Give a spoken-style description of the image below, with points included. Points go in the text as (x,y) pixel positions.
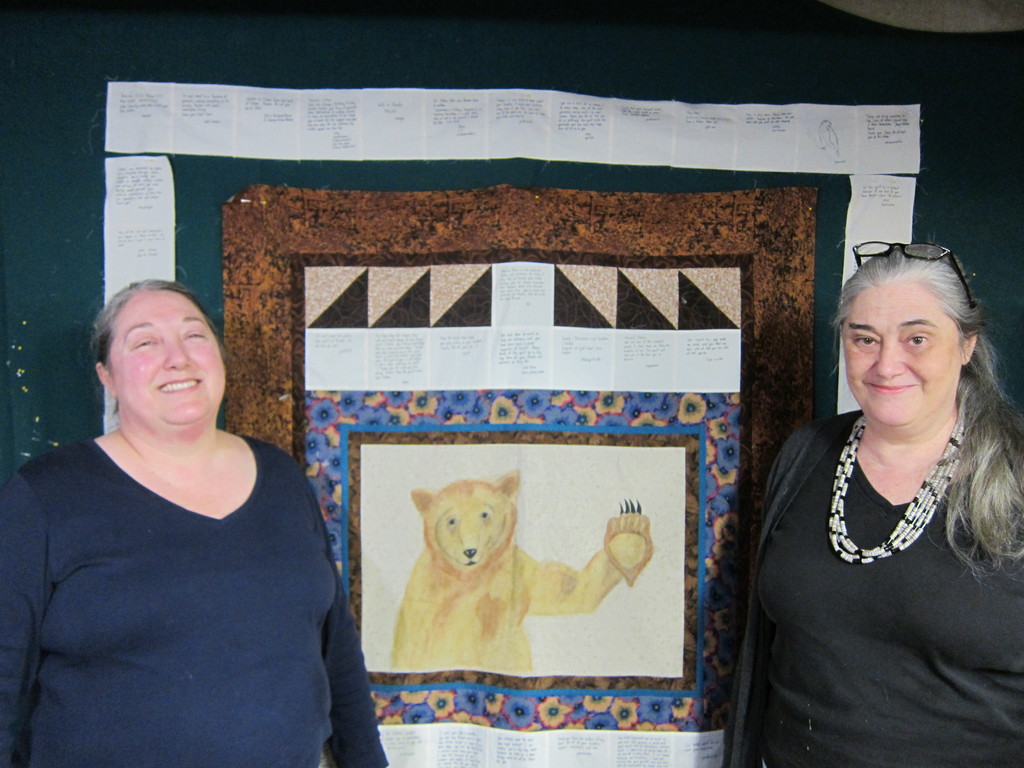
In this image, we can see people (896,303) and one of them is wearing glasses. In the background (381,131), there are papers (308,150) with some text (562,117) are on the board (84,308) and we can see a sketch (514,528) of an animal (531,557).
